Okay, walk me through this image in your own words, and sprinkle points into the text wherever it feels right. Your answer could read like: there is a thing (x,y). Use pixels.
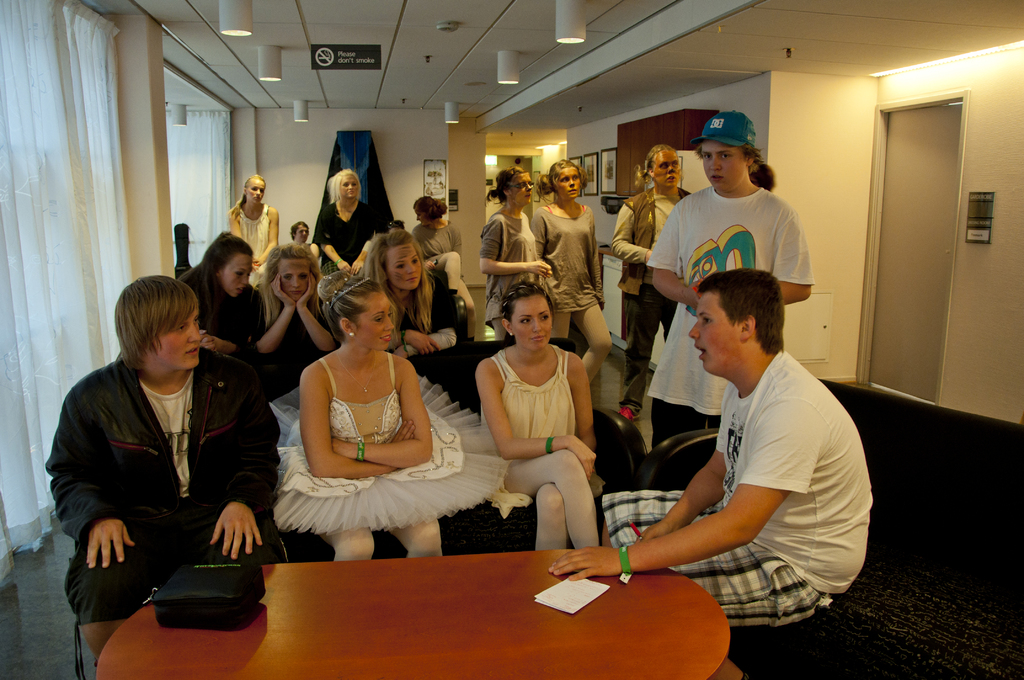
This picture is clicked inside the hall (538,251). In the foreground (348,533) we can see the two women (373,409) wearing white color dresses (474,441) and sitting on a couch (438,369) and we can see the two persons (844,482) sitting on the couch (835,629), we can see some objects (247,590) are placed on the top of the table (362,640) and we can see the group of persons (578,240) wearing t-shirts (583,233) and seems to be standing on the floor (618,380). In the background (299,197) we can see the wall (321,197) and we can see a person (343,219) wearing black color dress (349,240) and standing, we can see the group of persons (389,241). At the top (394,63) there is a roof (338,76), lights (268,59) and we can see the curtains (200,157), wall (292,161), door (948,181), picture frames (614,165) hanging on the wall (588,138), wooden cabinet (629,158) and some other objects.
